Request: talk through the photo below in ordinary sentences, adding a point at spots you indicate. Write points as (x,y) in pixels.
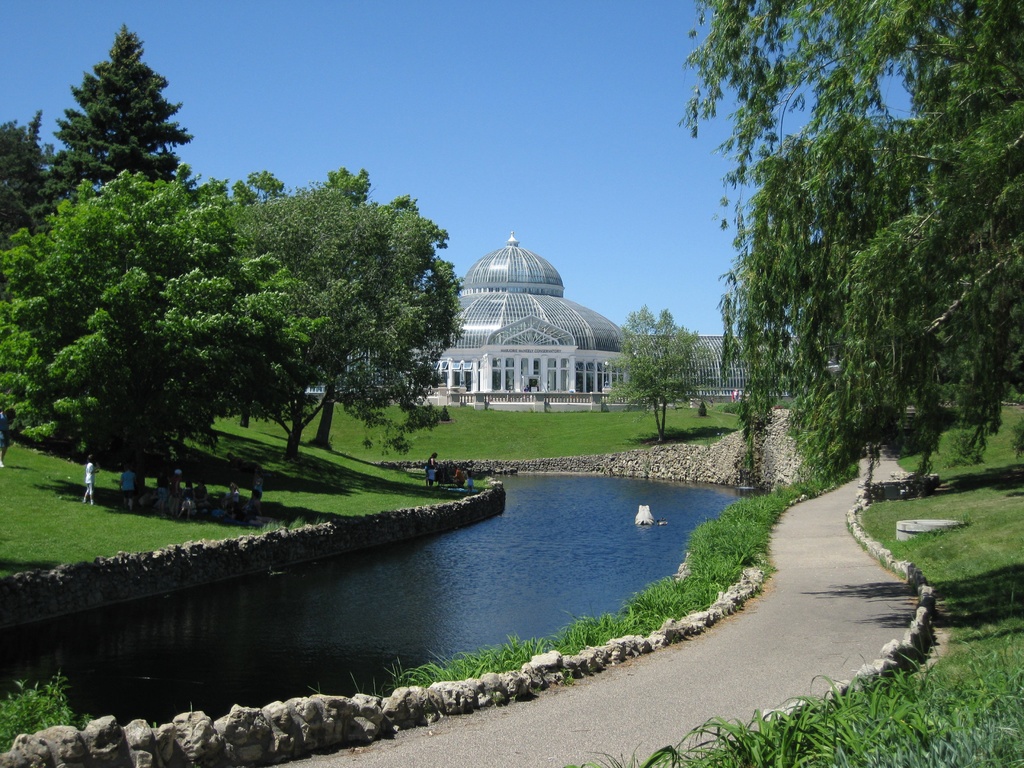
In this image I can see the water (387,609). To the side of the water (336,559) I can see the rocks (226,571) and few people (172,513) with different color dresses (254,509). And I can also see the trees (253,306) to the side. In the back (469,399) there is a building (470,380) which is in ash color and the sky (450,103) which is in blue color.
